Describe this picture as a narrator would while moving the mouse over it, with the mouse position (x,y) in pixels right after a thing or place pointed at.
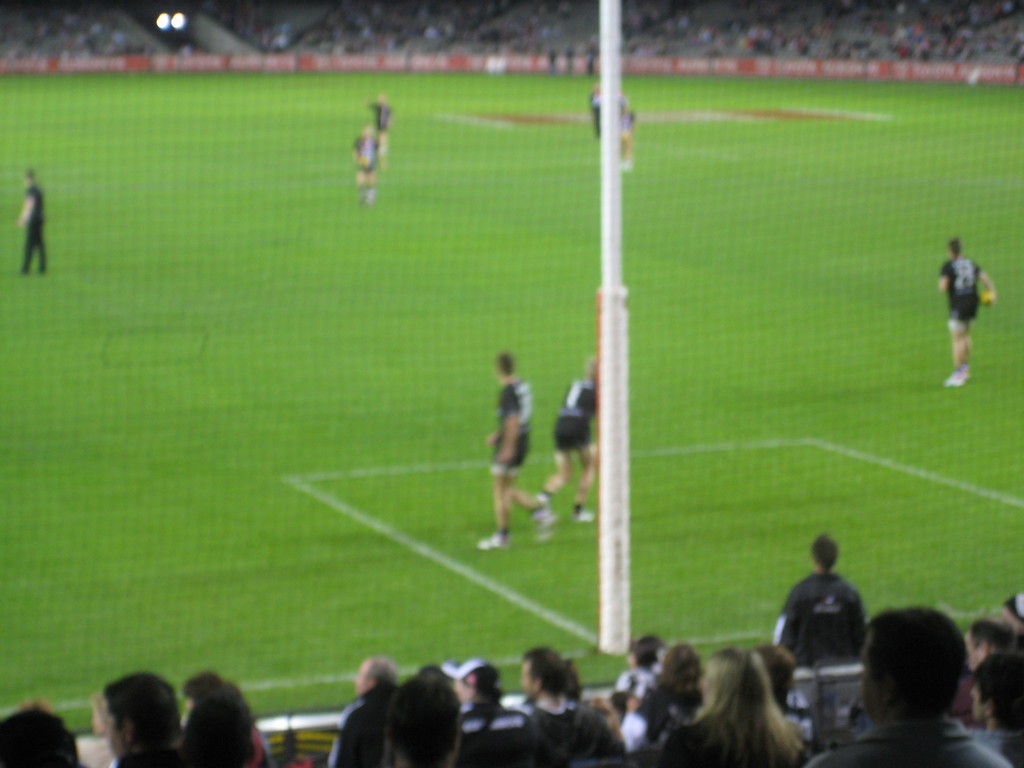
In the image there is a ground (191,430) and there are players (573,442) playing inside the ground (652,288) and around the ground (436,553) there are spectators (557,686).
